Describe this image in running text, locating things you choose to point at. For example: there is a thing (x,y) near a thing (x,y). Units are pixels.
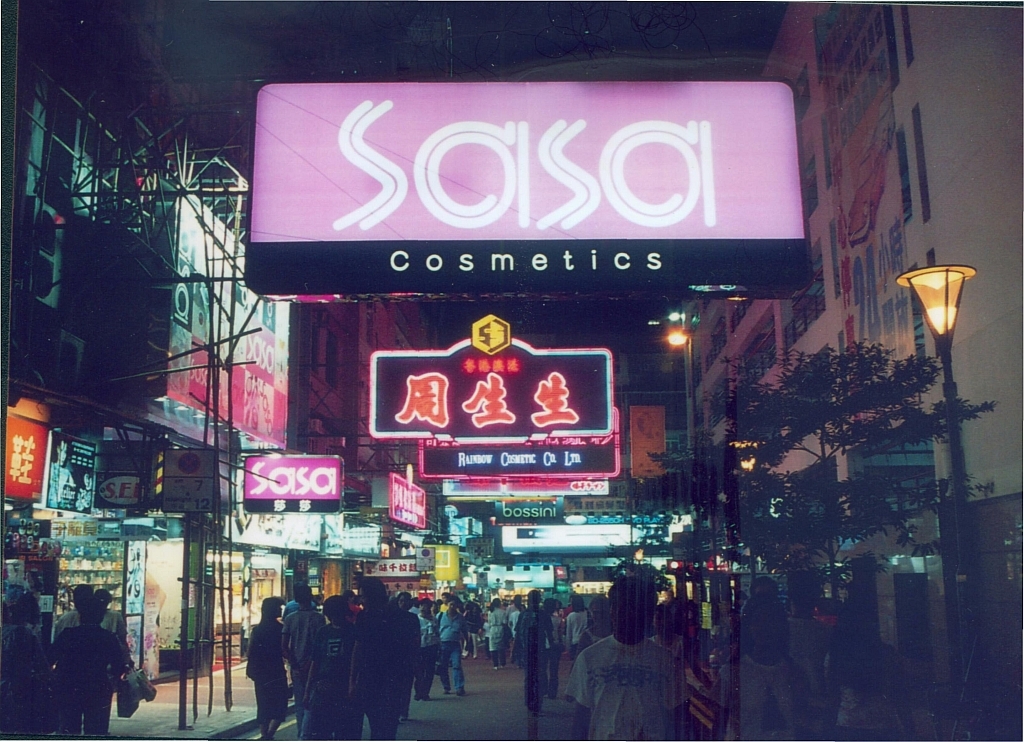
In this image we can see the people (454,658) walking on the road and we can see the buildings (301,402) on the left (258,377) and right side (861,271). And there are boards (742,257) with text (858,298) and logos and few objects (217,524).
